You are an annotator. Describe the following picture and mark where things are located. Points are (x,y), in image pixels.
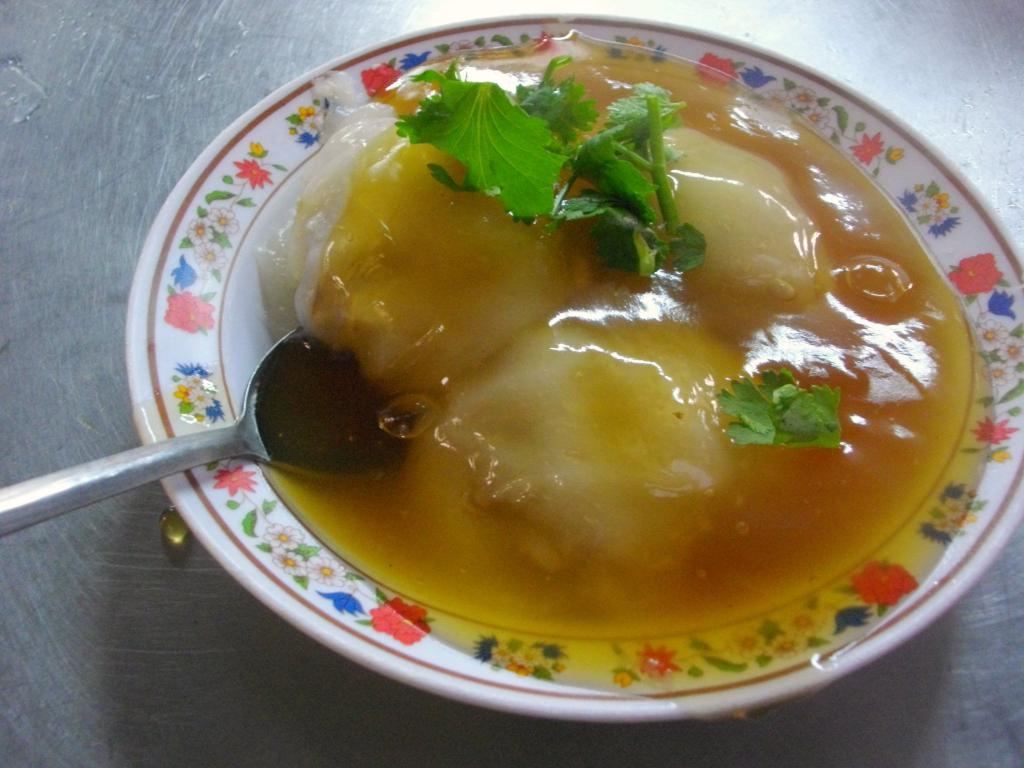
There are leaves (697,256), a spoon (16,493), honey (355,386) and other food items (430,309) placed on a white color plate (275,530). This plate (479,645) is placed on a surface (116,126). And the background (130,78) is gray in color.
